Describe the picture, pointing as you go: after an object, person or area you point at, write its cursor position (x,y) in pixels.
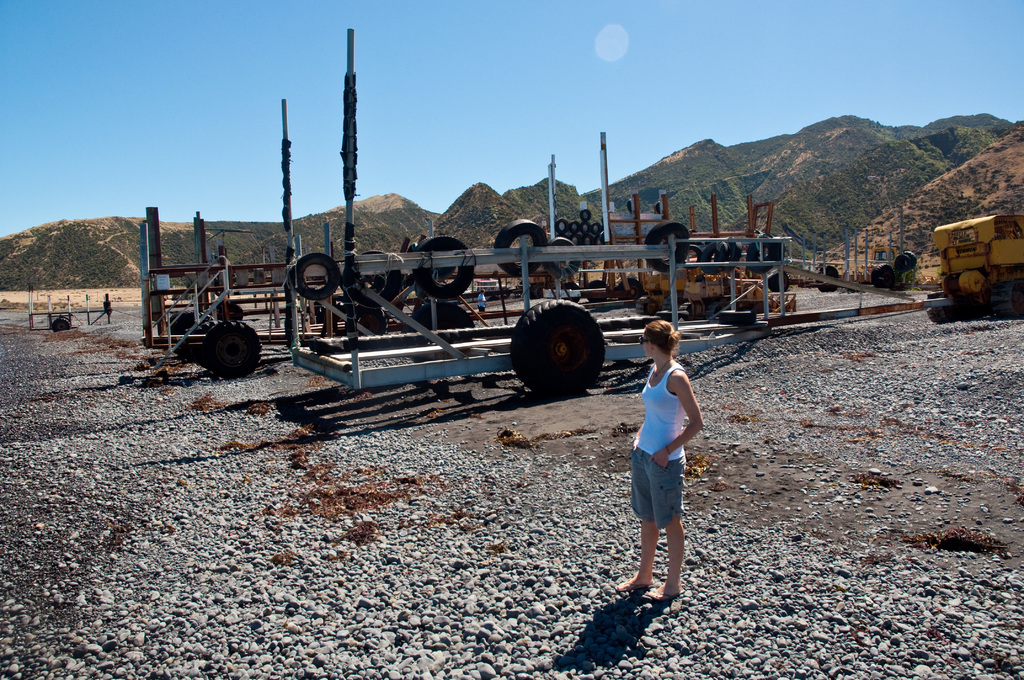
Here a beautiful woman (661,517) is standing, she wore white color top (672,432) and looking at that side, there are vehicles (435,305) at here. At the long back side there are hills (895,164), at the top (524,45) it's a sky (551,29).
